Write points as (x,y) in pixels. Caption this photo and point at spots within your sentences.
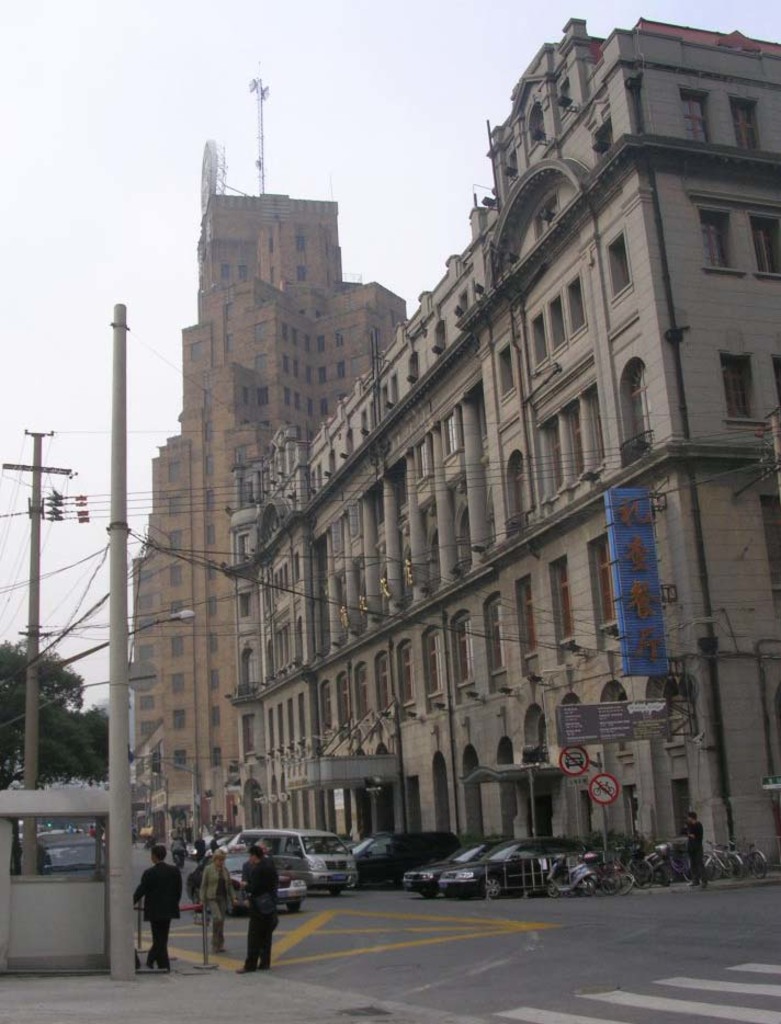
In this image we can see road (241,938), current poles (199,787) and some persons (177,879) walking on the road (199,903) there are some vehicles (241,867) moving on the road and on right side of the image (551,855) there are some vehicles (465,847) parked, there are some buildings (270,688), trees (54,667) and top of the image (88,117) there is clear sky (178,147).
